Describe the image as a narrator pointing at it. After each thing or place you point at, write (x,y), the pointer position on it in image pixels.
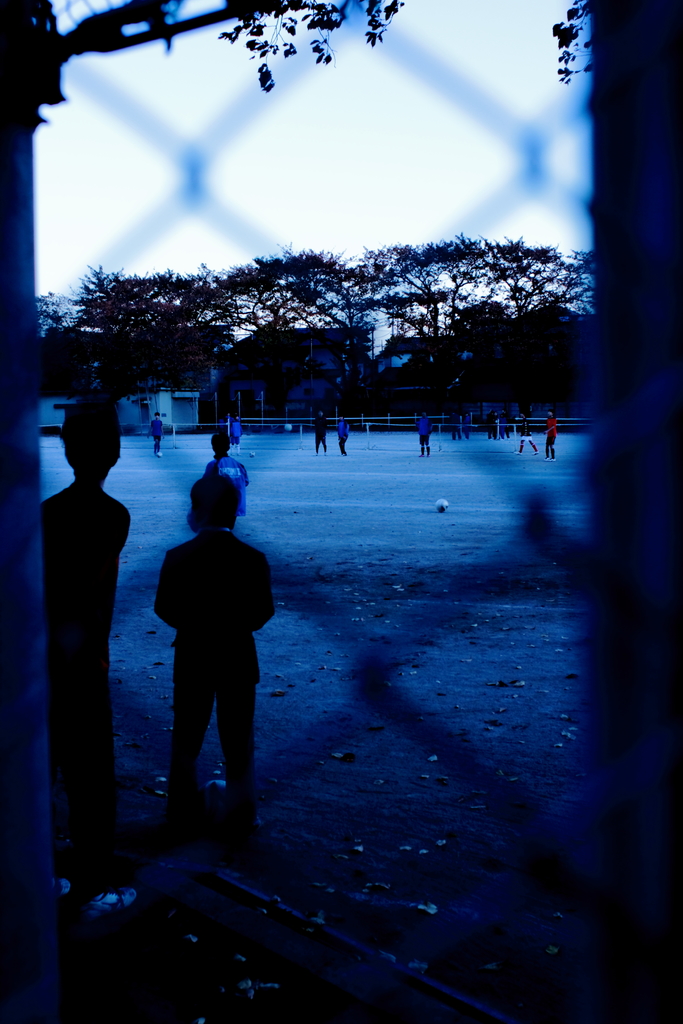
In this image we can see people (240,662) standing on the ground (351,693) and balls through a fence (361,681). In the background (392,274) there are buildings (509,375), trees (188,358) and sky (219,268).
